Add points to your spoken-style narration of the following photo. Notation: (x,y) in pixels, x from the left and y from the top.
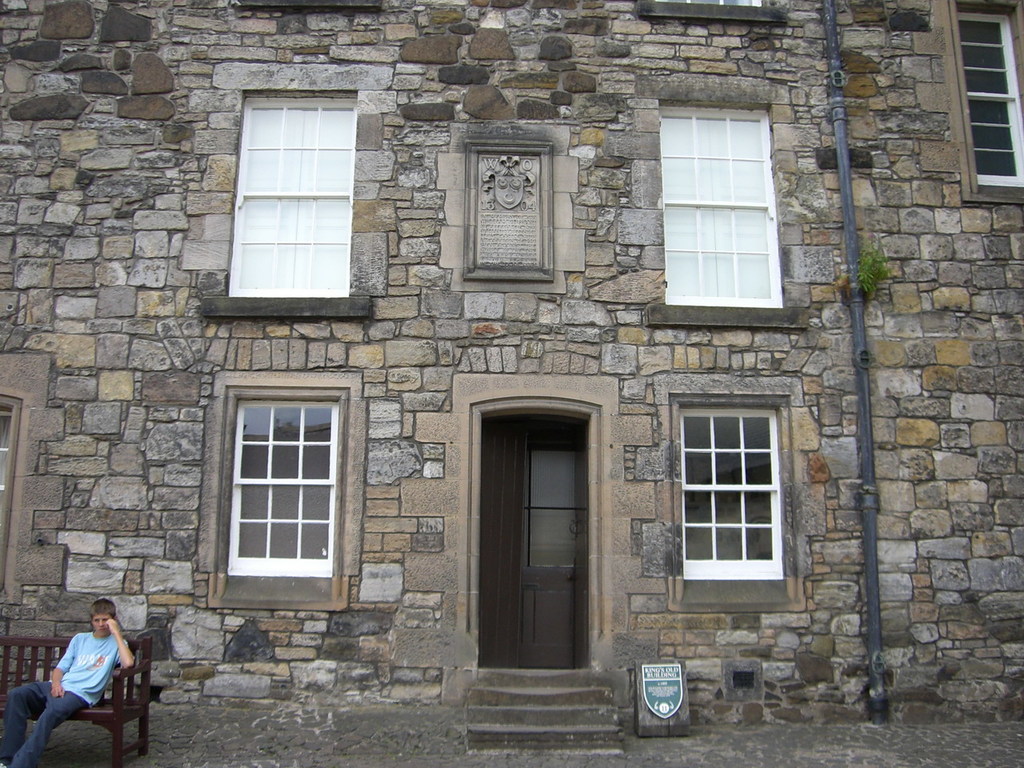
In this image I can see a building (585,590). It has door (538,460) and windows (731,573). There is a pipe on the right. A person (91,653) is sitting on a bench (52,651), on the left (70,648).
